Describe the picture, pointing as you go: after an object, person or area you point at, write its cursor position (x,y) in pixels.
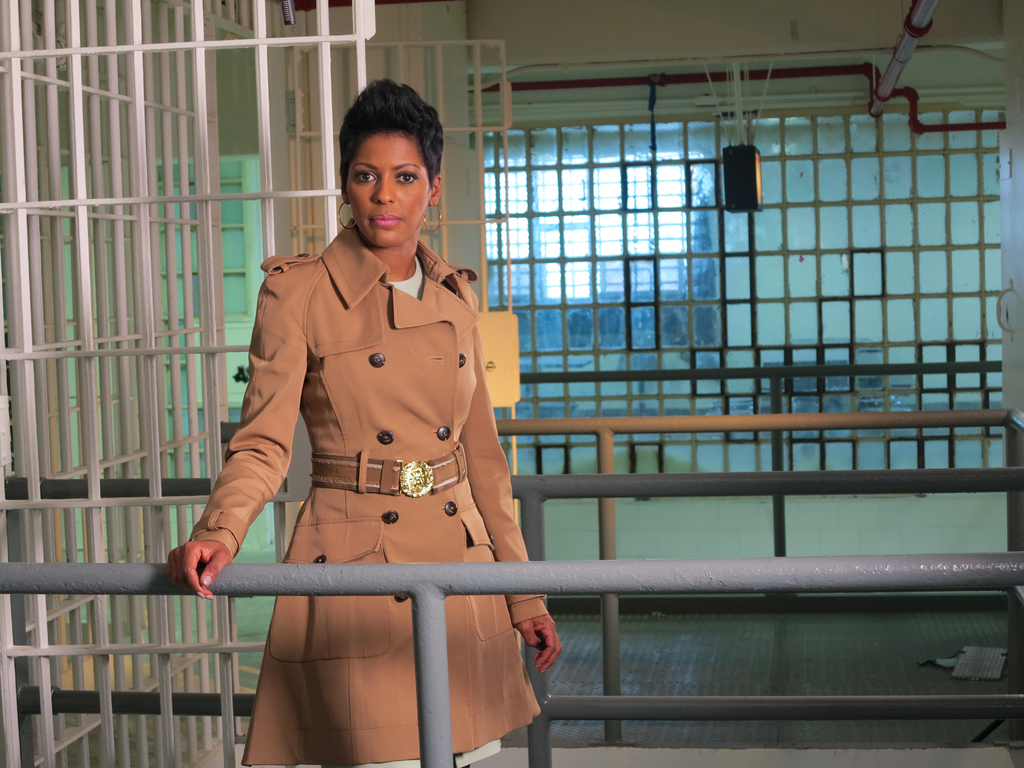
In the image we can see there is a woman (389,551) standing and she is wearing a coat (338,630). Behind there are iron rods pole (875,421).
